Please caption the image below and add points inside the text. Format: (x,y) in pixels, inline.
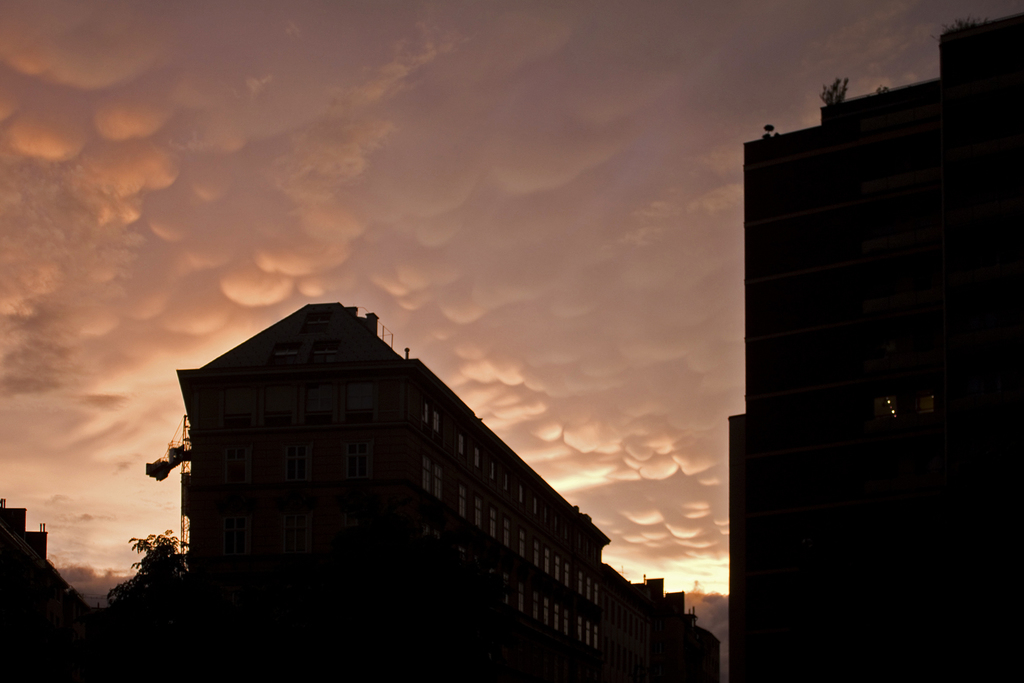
This image consists of buildings (474,543) along with windows (288,547). On the left (129,596), there is a tree (138,604). At the top of the building (839,112), we can see small plants (833,101). At the top (195,226), there are clouds (279,234) in the sky (369,309).
